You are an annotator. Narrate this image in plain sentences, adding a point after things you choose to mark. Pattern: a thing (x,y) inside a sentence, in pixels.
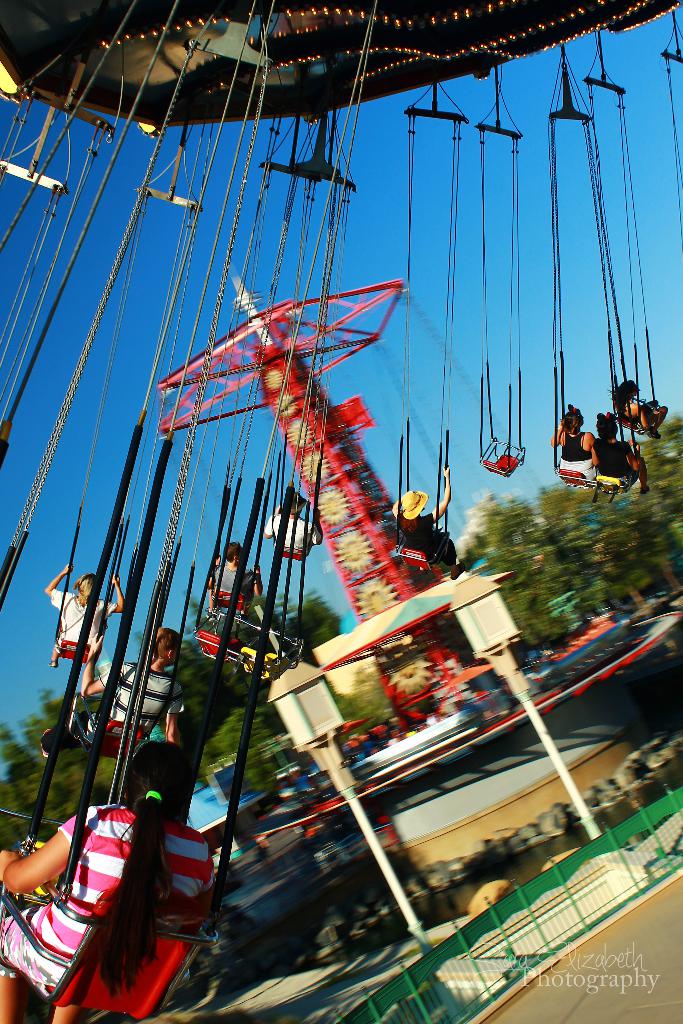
In this image, we can see persons (178,792) in the swing (621,423) riding. There is an another fun ride (411,674) and some trees (508,548) in the middle of the image (350,544). In the background of the image (477,135), there is a sky (487,134).
